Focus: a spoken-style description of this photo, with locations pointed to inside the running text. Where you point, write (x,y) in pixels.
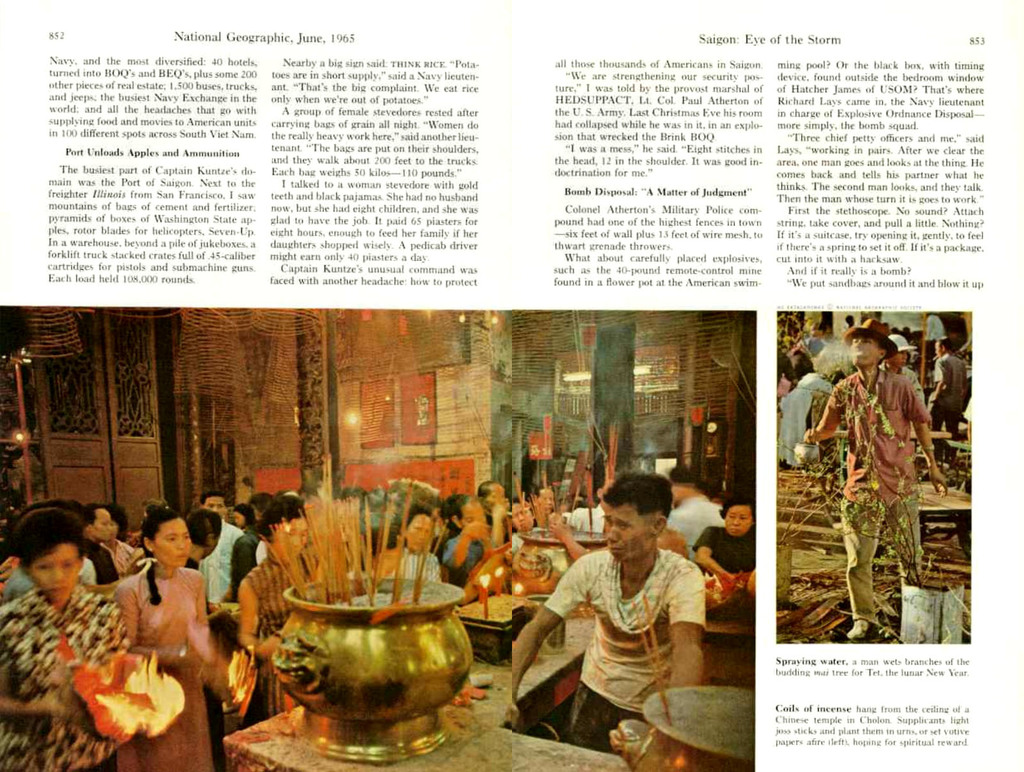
In this image I can see few pictures (464,454) of people (891,393). On the bottom side of this image (405,637) I can see few candles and few golden colour things (326,655). On the top of this image (244,27) and on the bottom right side (961,669) I can see something is written.
